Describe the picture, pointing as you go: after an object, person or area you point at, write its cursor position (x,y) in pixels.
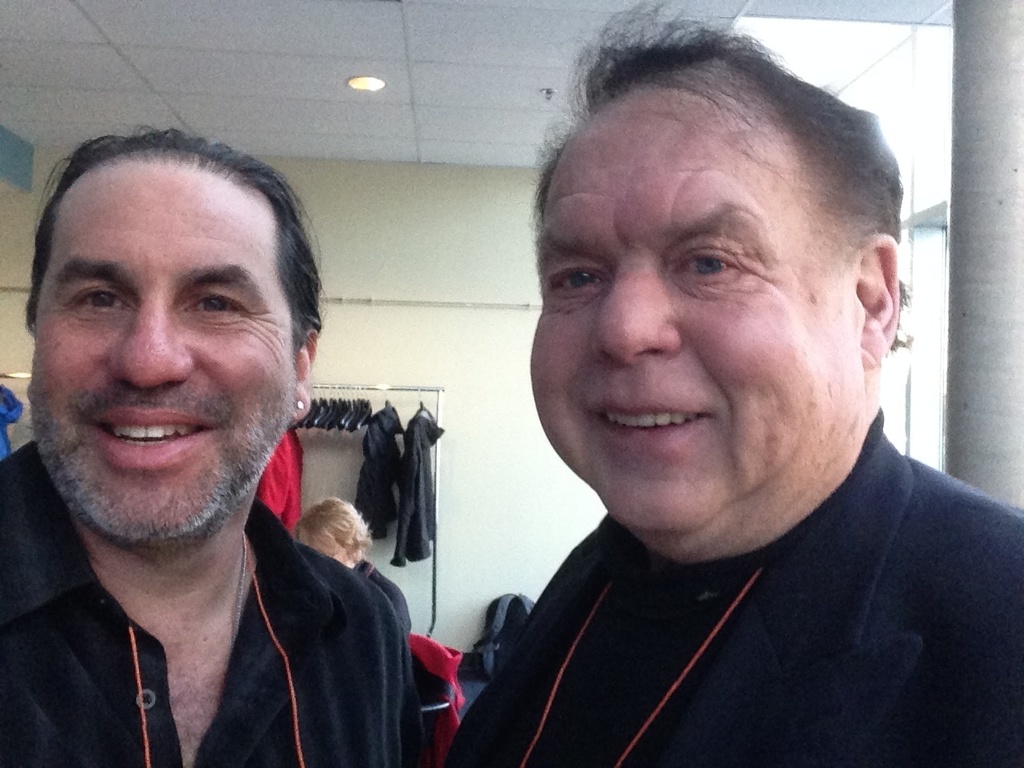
There are two men (249,550) here. In the background (323,441) there is a wall (336,434), clothes (377,444) hanging on a hanger (316,416), a woman (332,517), bags (514,609) on the floor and on the roof top (323,29) there is a light (381,81).
